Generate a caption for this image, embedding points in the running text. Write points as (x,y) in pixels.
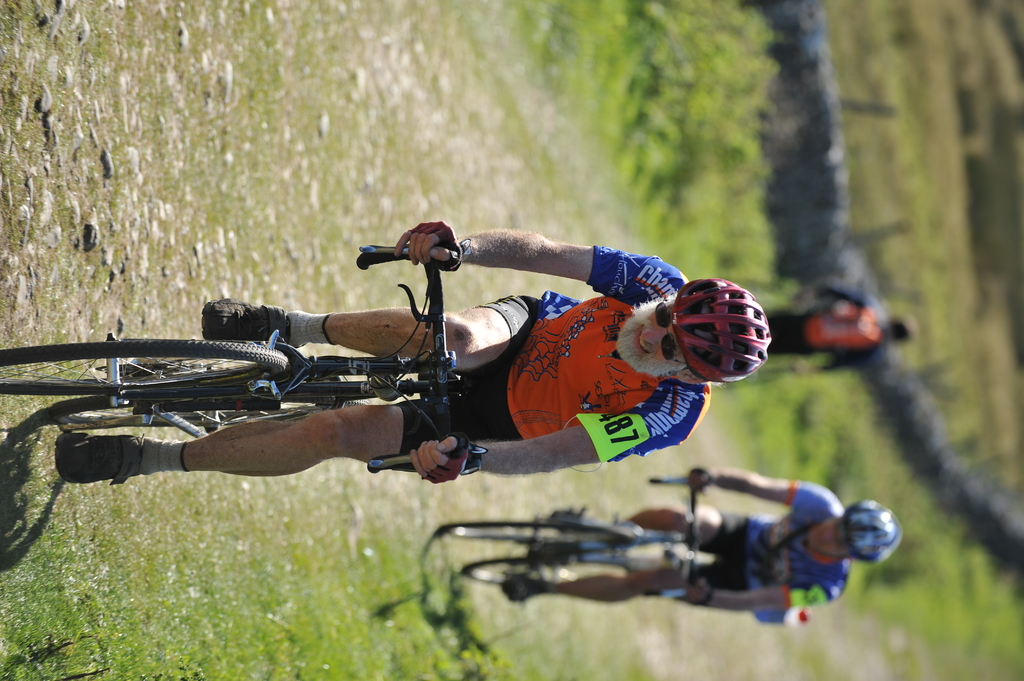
There are persons (638,348) in different color dresses (620,357), cycling on the road (423,540), near grass (440,669) on the ground (883,428). In the background (866,432), there is a person (881,331) walking on the road (548,229), near grass (657,100) on the ground (768,262), there is a wall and there are plants (961,541).
